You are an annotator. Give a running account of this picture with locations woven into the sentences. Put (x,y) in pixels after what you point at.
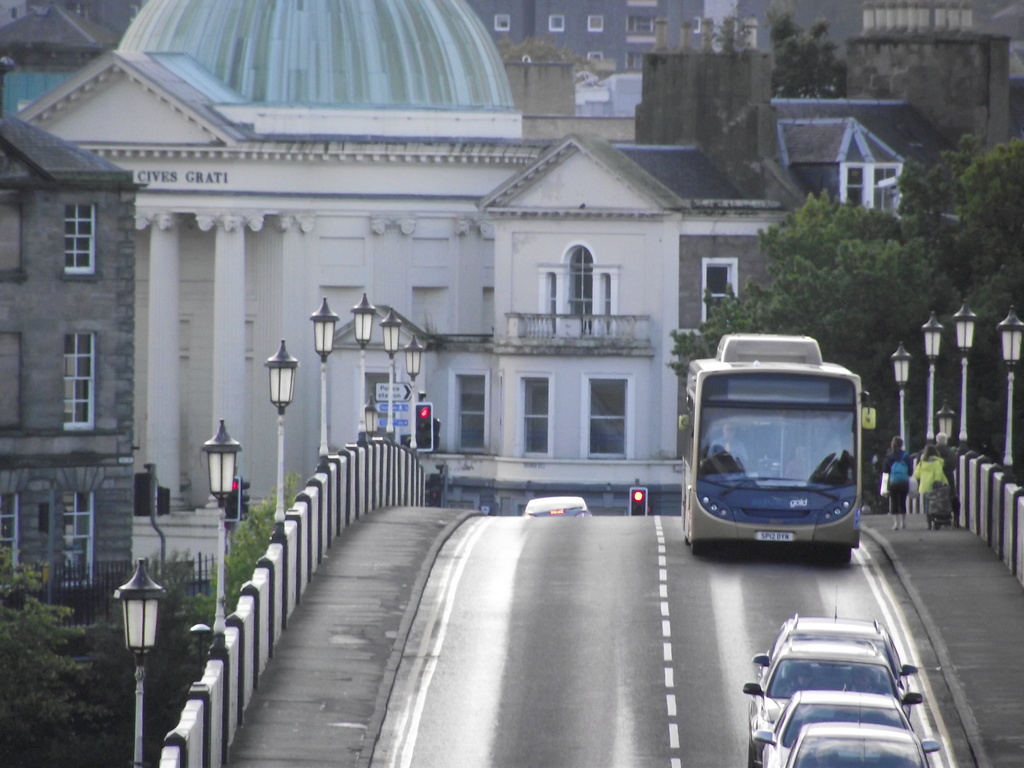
There is a road (640,726). On the road (733,724) there are many vehicles (766,509). On the sides of the road (500,552) there are sidewalks (1017,584), railings (979,531) and light poles (392,383). In the back (359,185) there are buildings (325,122) with windows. Also there are trees (795,309) on the sides. On the sidewalk (893,518) few people (900,474) are walking. In the back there are traffic signals (436,448).
